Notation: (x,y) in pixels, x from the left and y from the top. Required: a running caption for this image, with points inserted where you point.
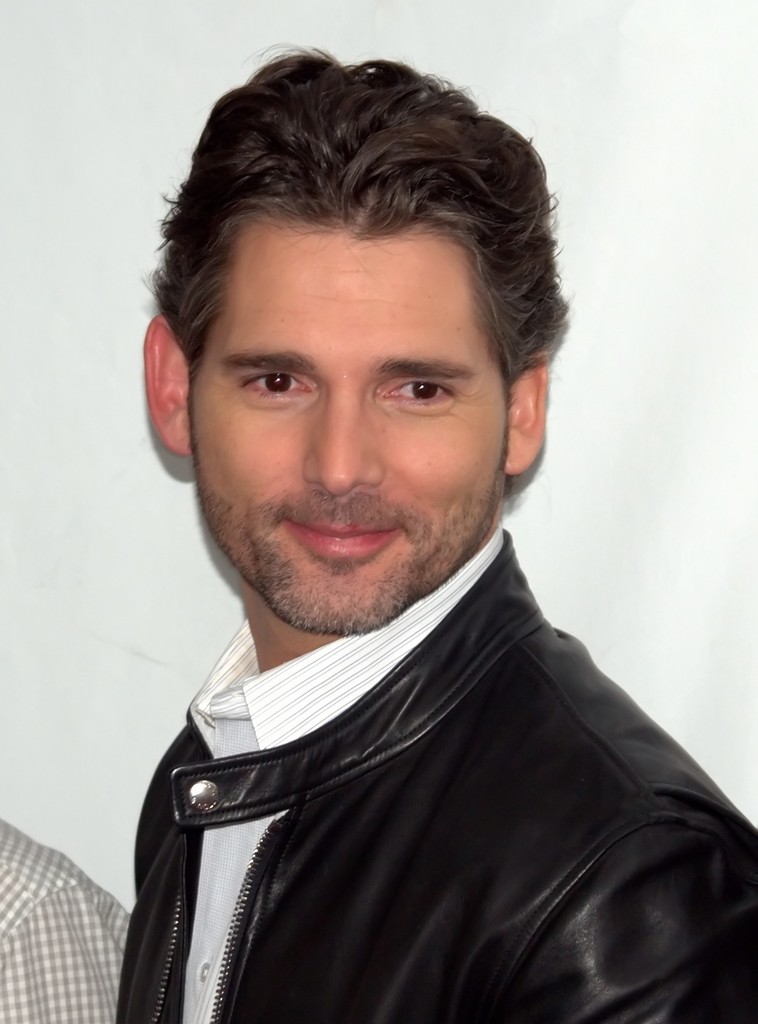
In the foreground of this picture (441,642), there is a man (472,823) in black jacket (393,812) and having smile on his face (479,396). In the background (81,982), we can see a shoulder (58,906) of a person (55,903) and a wall (76,461).
